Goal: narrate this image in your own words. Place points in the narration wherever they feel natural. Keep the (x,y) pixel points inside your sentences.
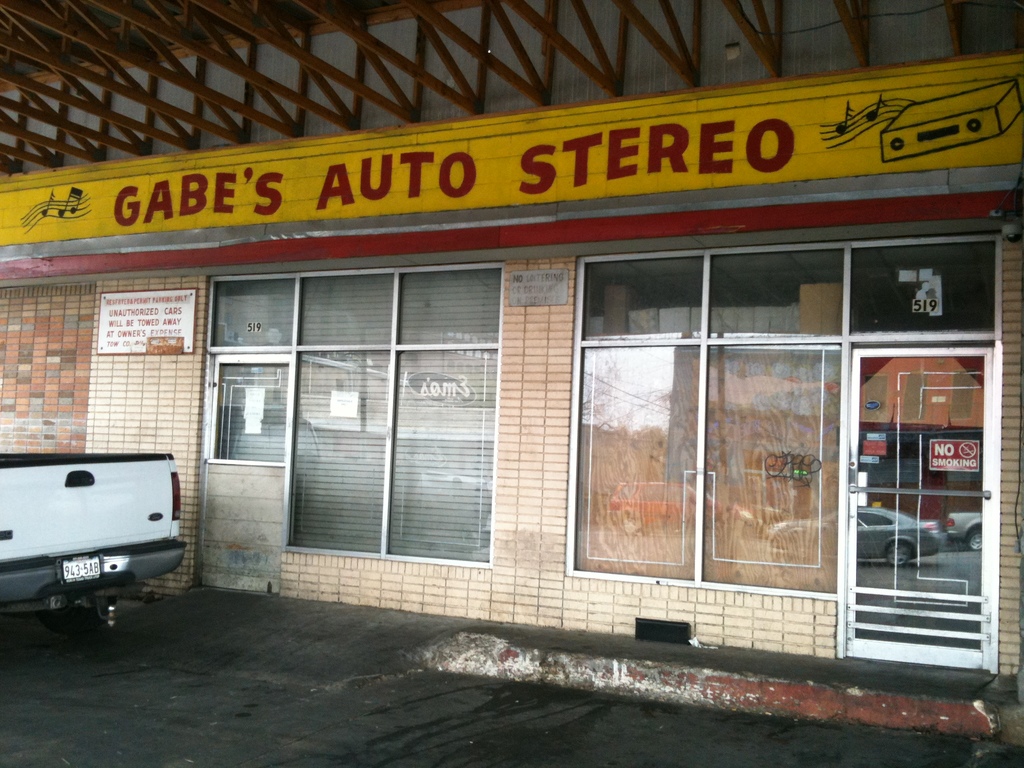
This image consists of a shop (598,341). In the front (472,307), we can see the windows (728,450) and a door (948,560). On the left (109,512), there is a car (114,485). At the top (866,172), there is a name (853,173) on the wall (605,191) and there are metal rods (145,128). At the bottom (404,717), there is a road (492,686).
